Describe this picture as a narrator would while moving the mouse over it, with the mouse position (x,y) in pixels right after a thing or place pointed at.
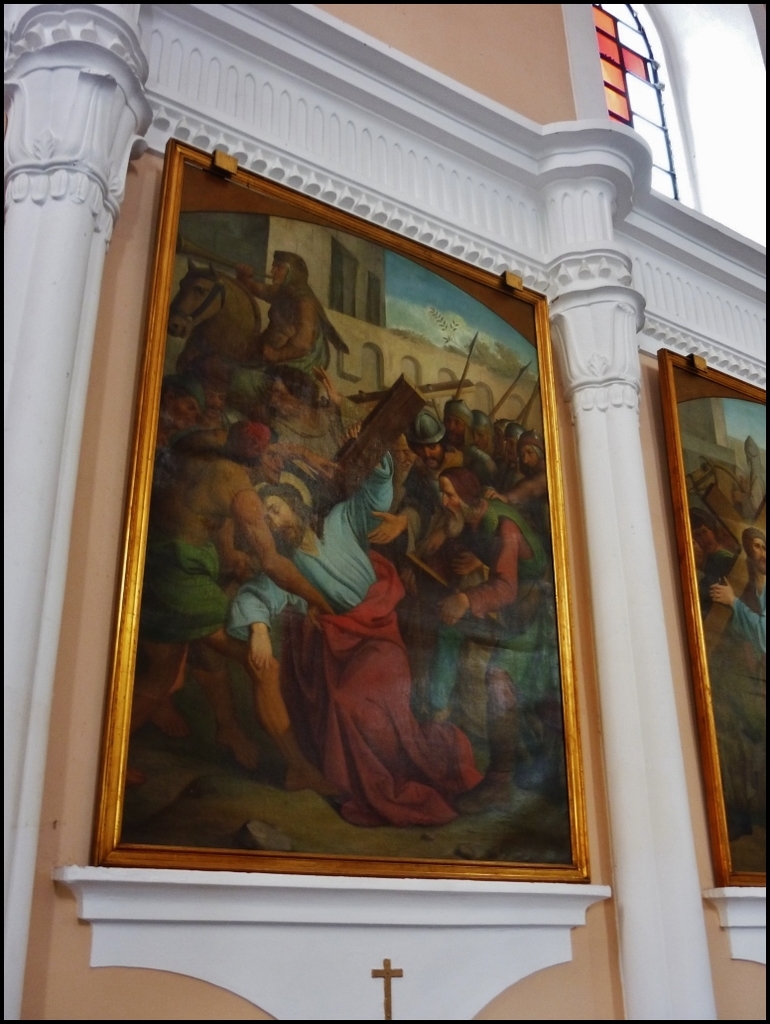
In this image there are pillars (667,984) and photo frames (365,562) on the wall (537,37).
